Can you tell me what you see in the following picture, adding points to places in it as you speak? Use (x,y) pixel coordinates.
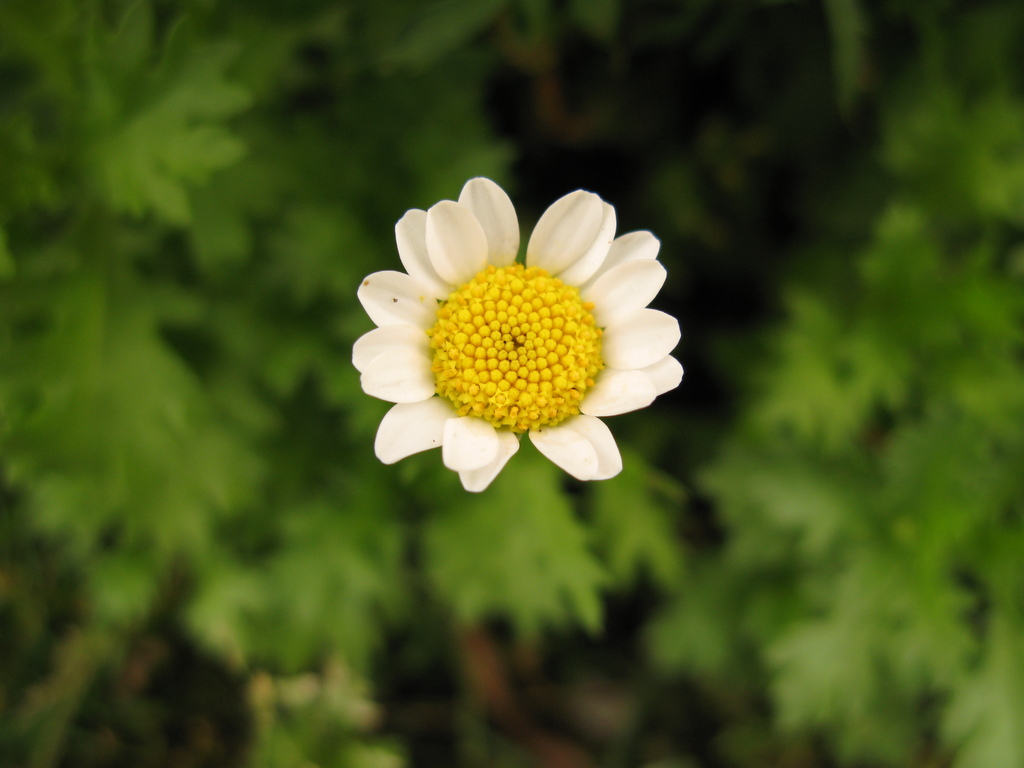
Here we can see a flower (477,424). In the background (37,361) the image is blur but we can see plants (805,170).
